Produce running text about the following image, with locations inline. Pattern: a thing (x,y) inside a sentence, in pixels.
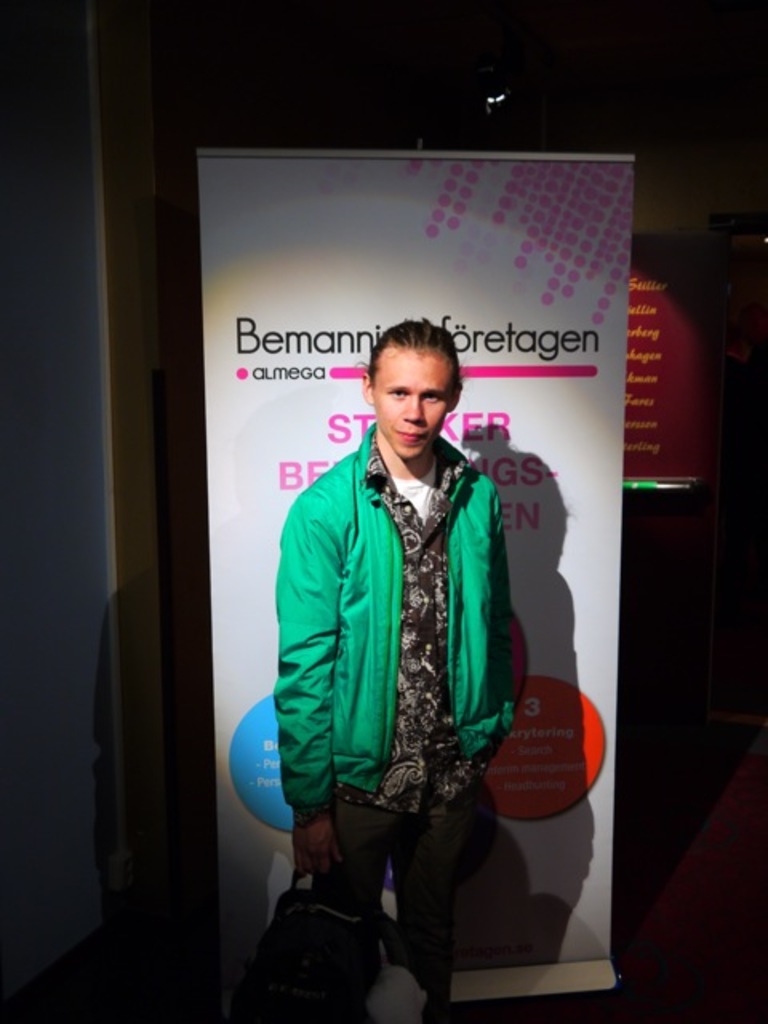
In the center of the image (338,544) we can see a person (390,818) standing and holding the bag (357,937). We can also see the banner (488,406) with the text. In the background (635,302) we can see the other banner (659,347). We can also see the floor (662,853), wall (57,799) and also the light (492,94) attached to the ceiling (474,67).
